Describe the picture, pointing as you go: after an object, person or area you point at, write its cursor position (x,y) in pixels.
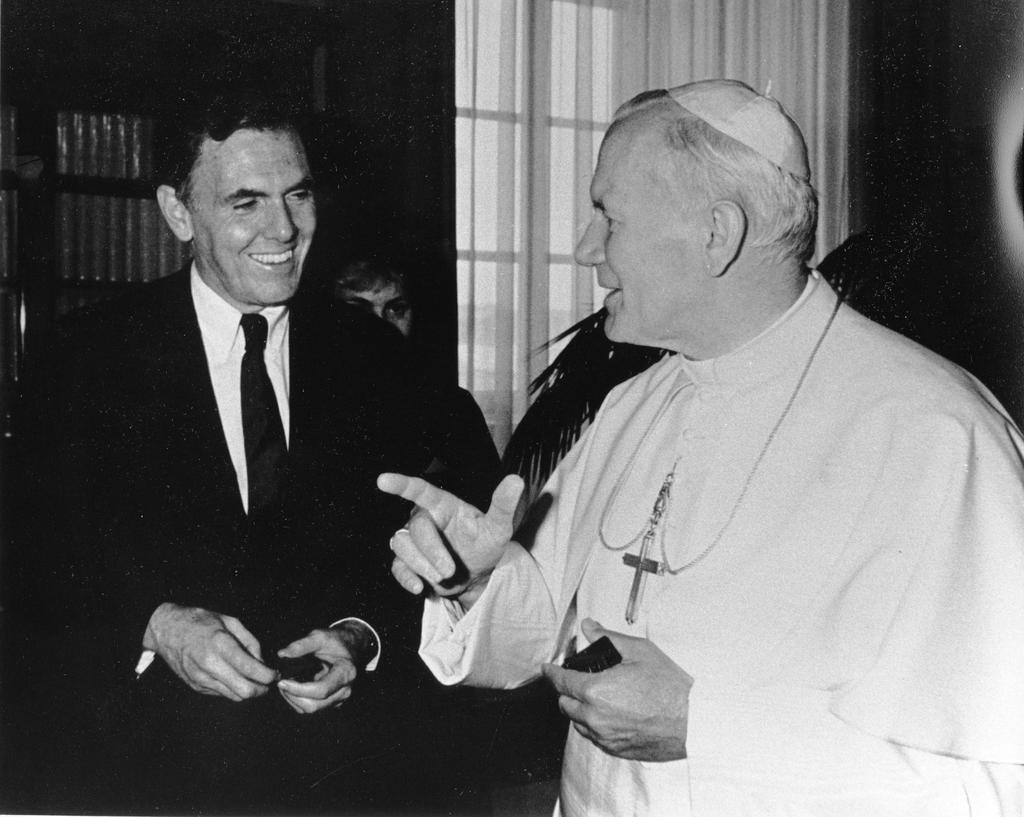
In this pic I see 2 men (873,795) and both of them are smiling, In the background (578,14) I see a curtain (600,59), a person (451,409) and a plant (594,321).
